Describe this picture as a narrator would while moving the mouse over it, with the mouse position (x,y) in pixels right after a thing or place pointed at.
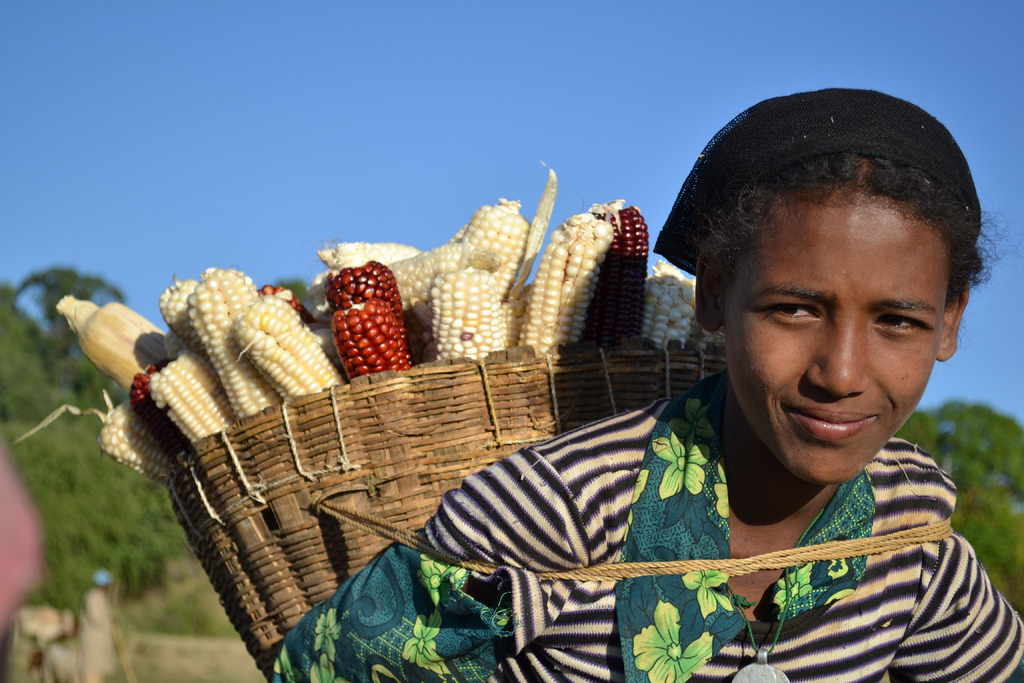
In this image in front (338,664) there is a girl (673,447) wearing the basket (436,504). Inside the basket (310,486) there are sweet corns (451,292). In the background of the image (16,370) there are trees (962,454) and sky (341,82).
